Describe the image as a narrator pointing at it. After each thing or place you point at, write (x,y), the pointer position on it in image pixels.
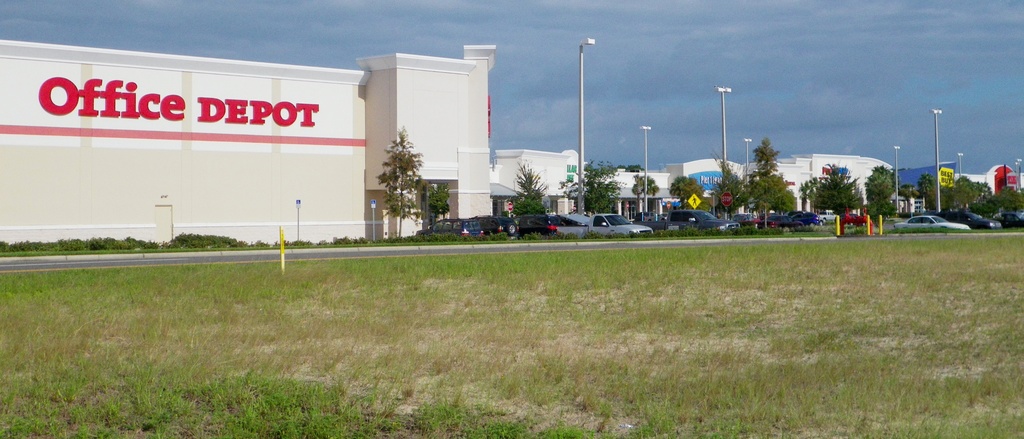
In this image there are buildings (806,175), trees (823,184) and cars (533,219) parked on the ground (864,232). There is text (52,107) on a building (190,112). In front of the cars (678,227) there is a road (522,249). At the bottom (808,347) there is grass (275,333) on the ground (594,287). There are street light poles (582,66) near to the buildings (324,185). At the top (517,29) there is the sky (356,38).
